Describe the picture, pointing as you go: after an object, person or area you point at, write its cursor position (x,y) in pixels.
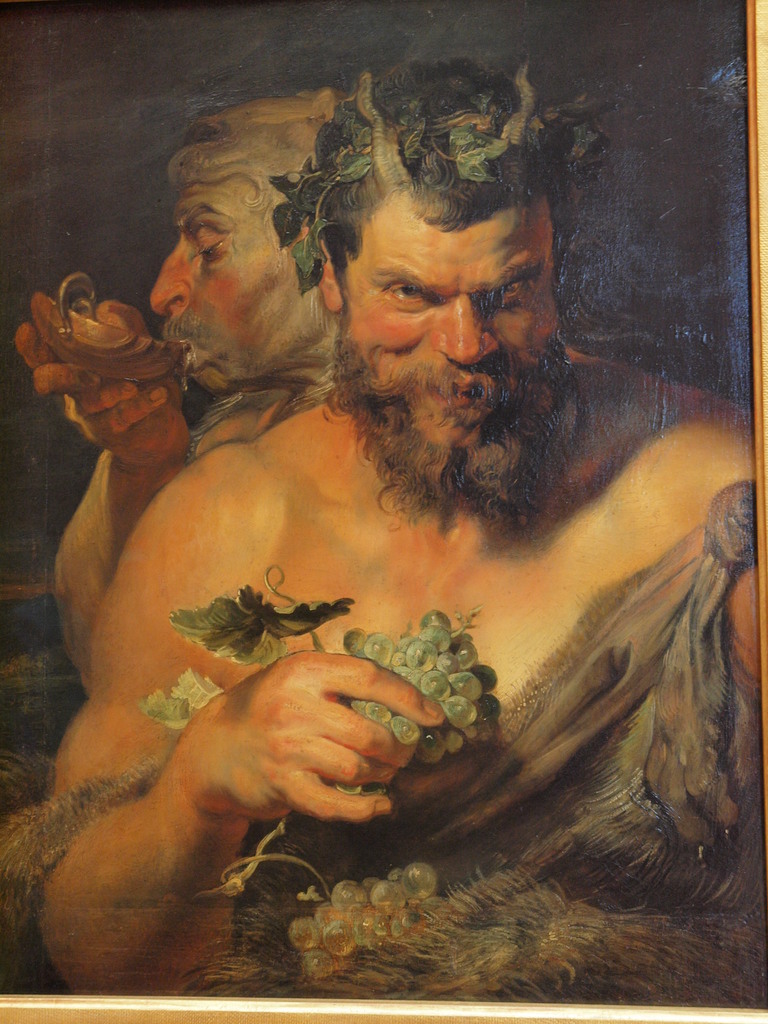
In this image I can see there is a poster (402,611) with a painting (442,715). And there are persons (338,693) standing and holding grapes (450,708). And at the back (229,223) there is a person (112,421) holding a bowl (109,336) and drinking water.
